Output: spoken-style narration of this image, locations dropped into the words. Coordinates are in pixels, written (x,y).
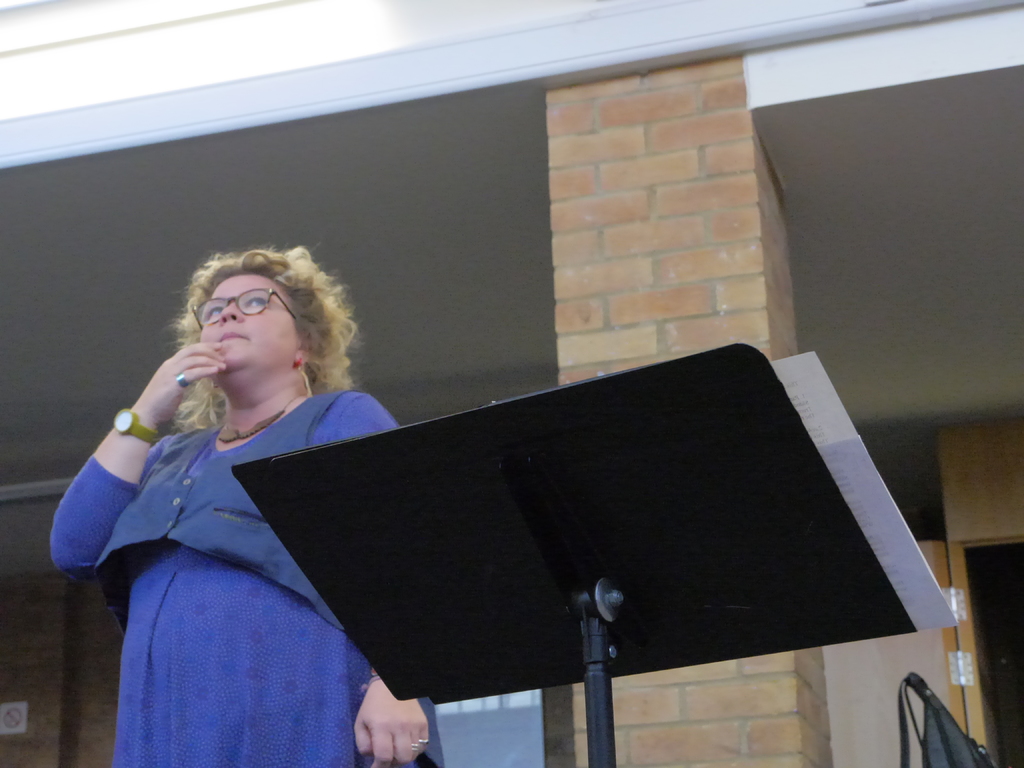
In this image we can see a woman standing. We can also see a paper (897,540) on a speaker stand (719,576), a pillar (731,237), a door (863,693), a board (16,724) on a wall (46,683) and a roof (399,167).
